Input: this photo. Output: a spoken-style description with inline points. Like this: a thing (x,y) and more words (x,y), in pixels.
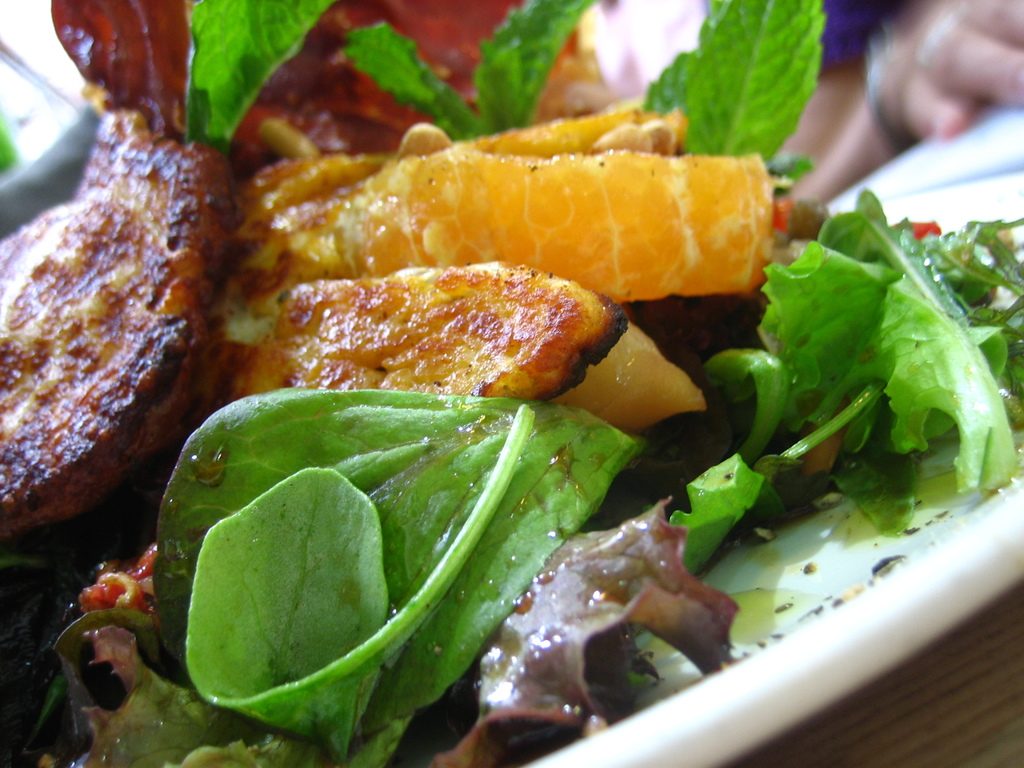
In the image we can see there are food items (409,180) kept on the plate (670,739) and the plate (748,542) is kept on the table (866,735). Behind there is a hand (883,109) of a person (864,76) and background of the image (983,15) is little blurred.
